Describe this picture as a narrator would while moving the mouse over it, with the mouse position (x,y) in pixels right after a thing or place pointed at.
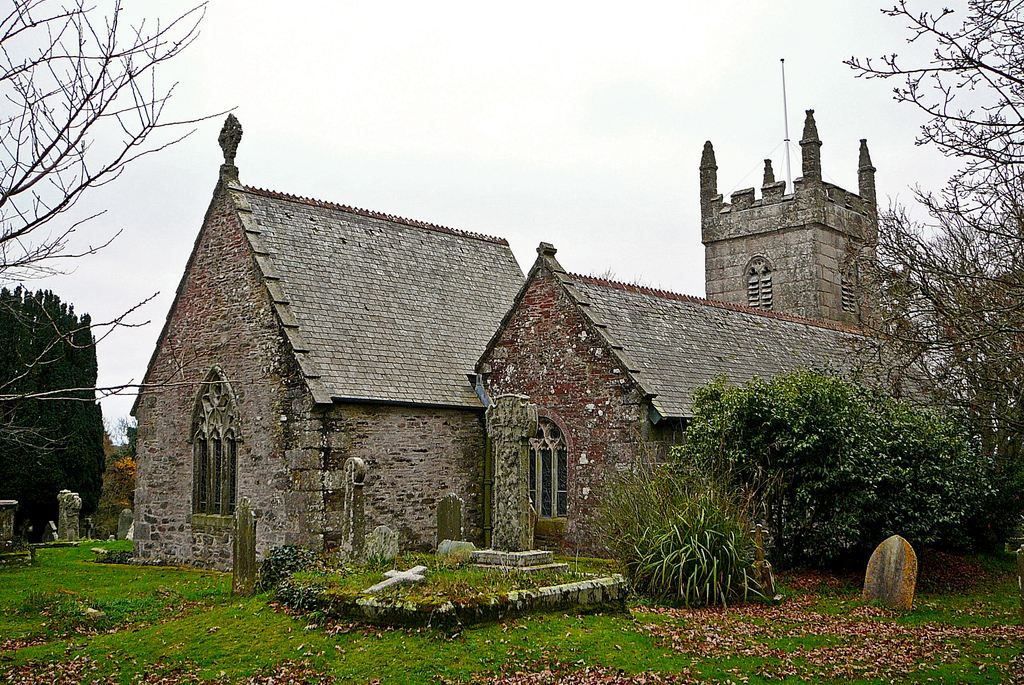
In this image I can see a building (229,344) in brown color. I can also see few trees (887,501) in green color, background (629,132) the sky (442,178) is in white color.
